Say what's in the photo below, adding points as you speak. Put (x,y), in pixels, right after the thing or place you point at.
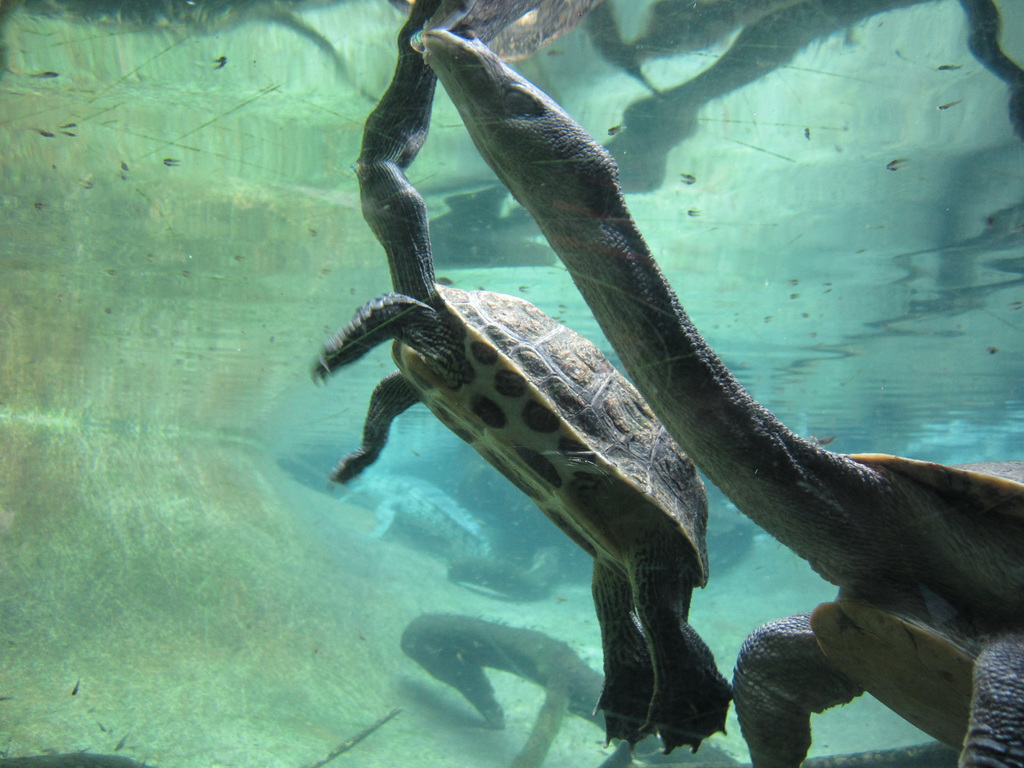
In the foreground (336,467) I can see two turtles (900,514) in the water (205,98). This image is taken may be in an aquarium (364,621).
